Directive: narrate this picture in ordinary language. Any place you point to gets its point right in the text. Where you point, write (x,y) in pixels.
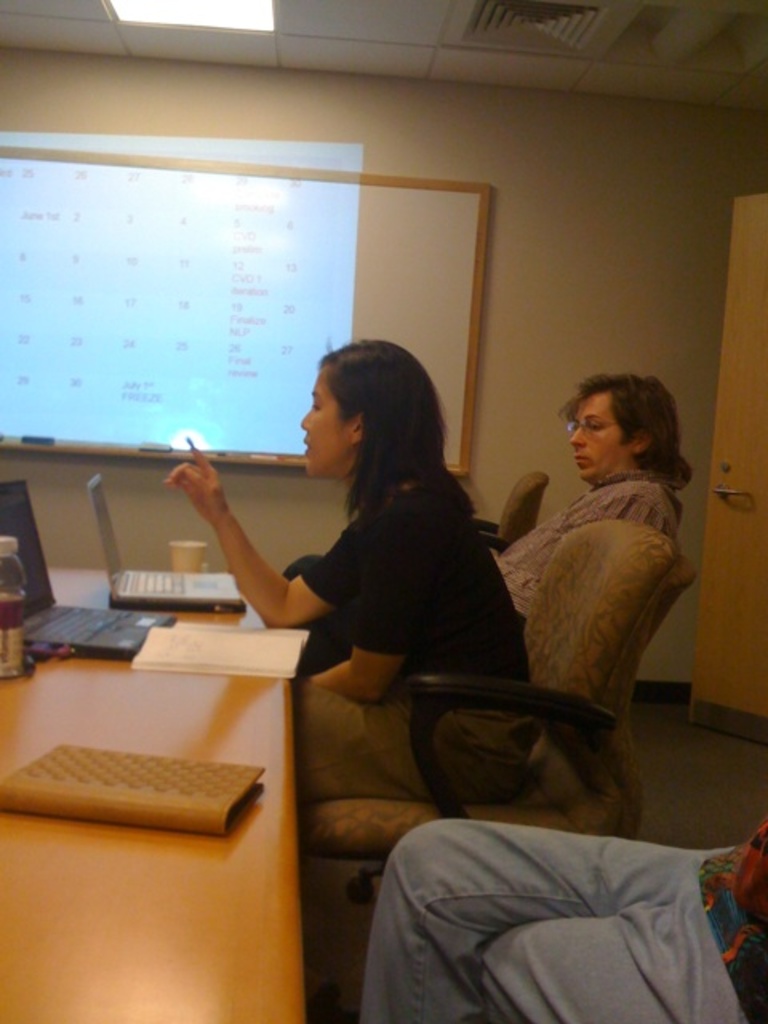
This picture shows three people (478,1015) seated on the chairs (623,674) and a women (284,601) speaking and we see laptops (21,511) papers (277,641) and books (158,784) and a water bottle (15,602) on the table (184,618) and we see whiteboard (271,428) and projection light (313,254) on it
